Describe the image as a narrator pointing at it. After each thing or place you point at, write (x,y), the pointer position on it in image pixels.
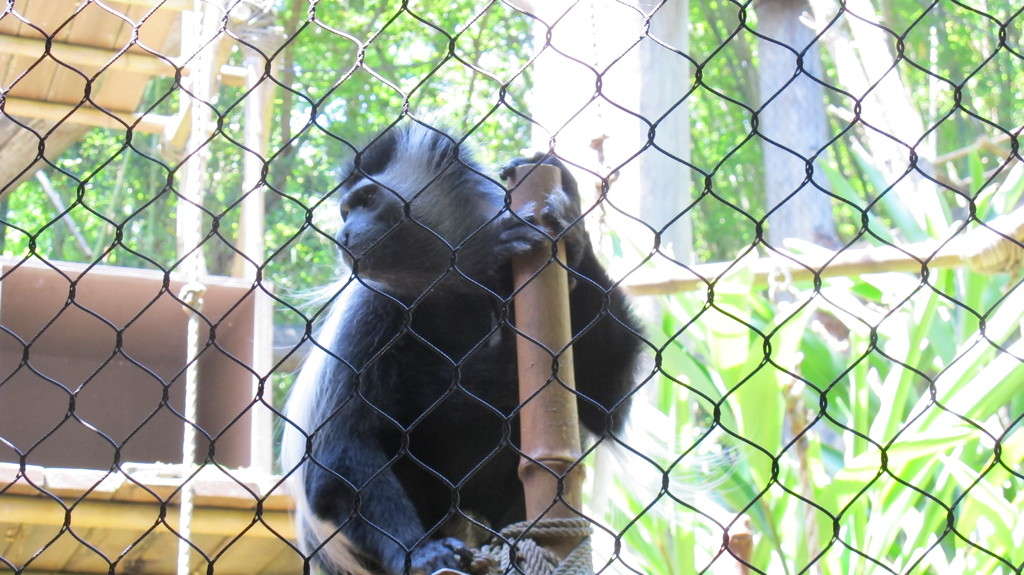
In this picture we can see a fence (595,446) and behind the fence (523,333) there is a breed of a monkey (511,382) and a wooden pole (522,389). Behind the monkey (388,362) there is a rope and trees (309,270).
